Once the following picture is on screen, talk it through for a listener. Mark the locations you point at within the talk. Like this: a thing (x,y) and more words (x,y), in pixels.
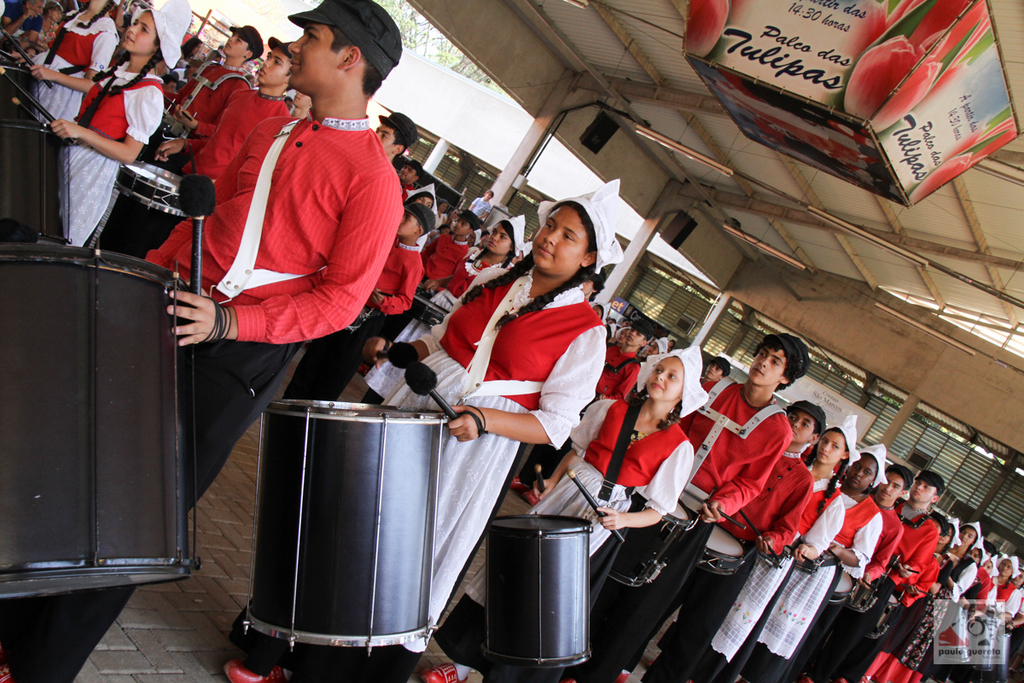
In this image I can see number of people (571,312) are standing. can also see all of them are holding musical instruments (170,508) and wearing caps (271,39). I can also see all are wearing red color of dress (485,320).
